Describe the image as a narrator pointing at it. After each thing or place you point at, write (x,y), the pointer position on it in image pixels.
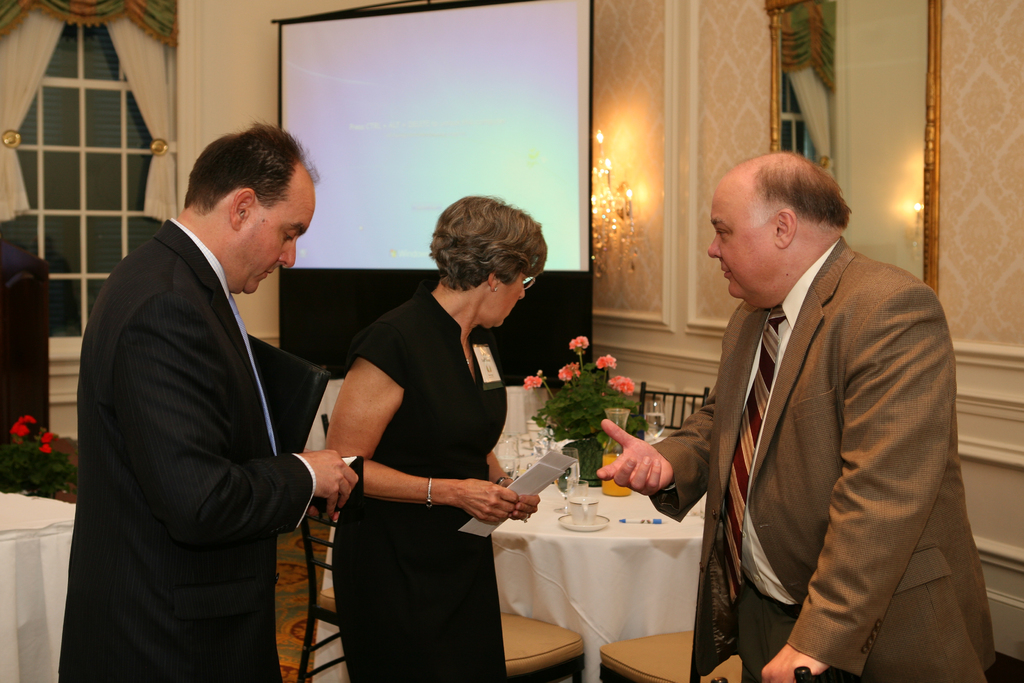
This is a picture taken in a room (440,222), there are a group of people (440,222) standing on the floor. The man (160,415) in black blazer (172,421) was holding a file (287,449) and the woman (348,447) in black dress (408,447) was holding a paper (521,484). Behind the people (85,508) there is a table (551,561) covered with cloth (574,572) on the table (568,565) there are plate (569,527) cup (586,511), saucer (583,525), pen (641,520), glasses (515,441) and flower pot (579,413). Background of the people (412,468) is a projector screen (441,142), wall (644,123) on the wall (676,132) there is a mirror (854,74) and lights (631,193) and glass window (102,139) with curtains (139,84).
